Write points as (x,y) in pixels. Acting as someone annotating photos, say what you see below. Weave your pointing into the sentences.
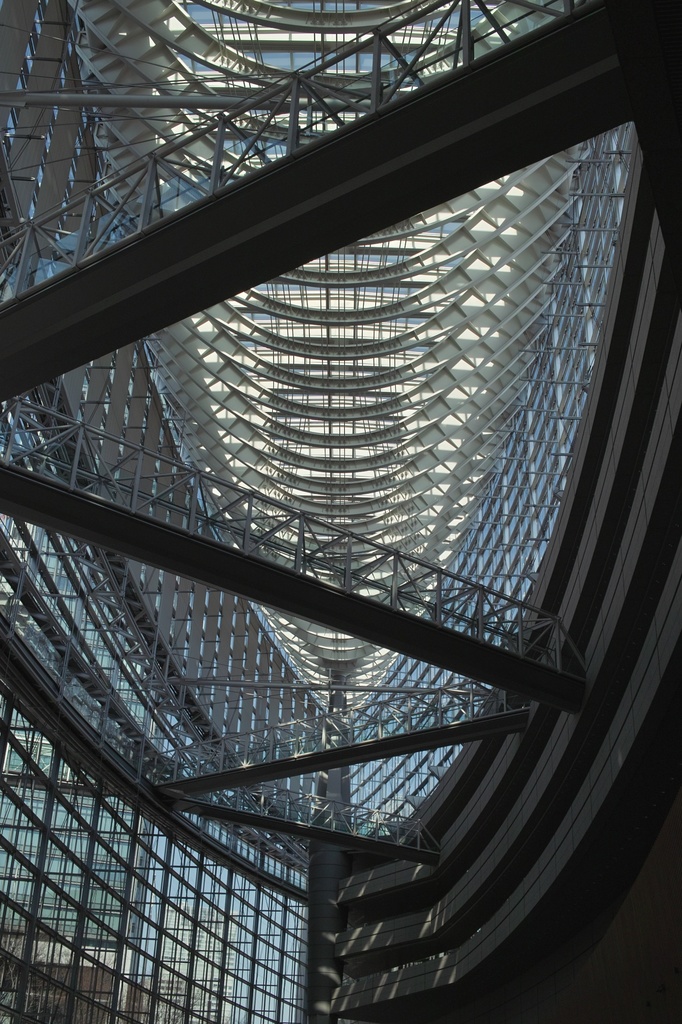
This image consists of a building (488,796). At the top (407,317), there is a roof (428,530) along with railing (150,190).
